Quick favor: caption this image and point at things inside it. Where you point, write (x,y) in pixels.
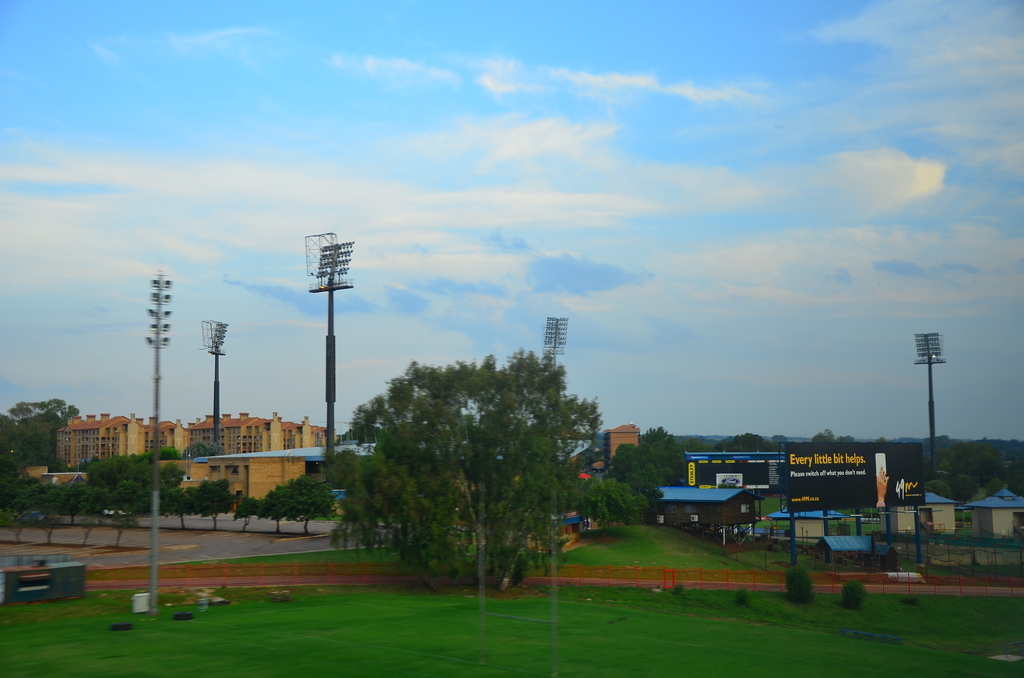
In the foreground of the image (453,635) we can see some grass (544,605), flood lights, houses (750,501), board (792,487), fencing (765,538), tree (531,555) and in the background of the image (179,469) there are some buildings (266,458), trees (103,486) and top of the image (490,187) there is cloudy sky (436,228).
